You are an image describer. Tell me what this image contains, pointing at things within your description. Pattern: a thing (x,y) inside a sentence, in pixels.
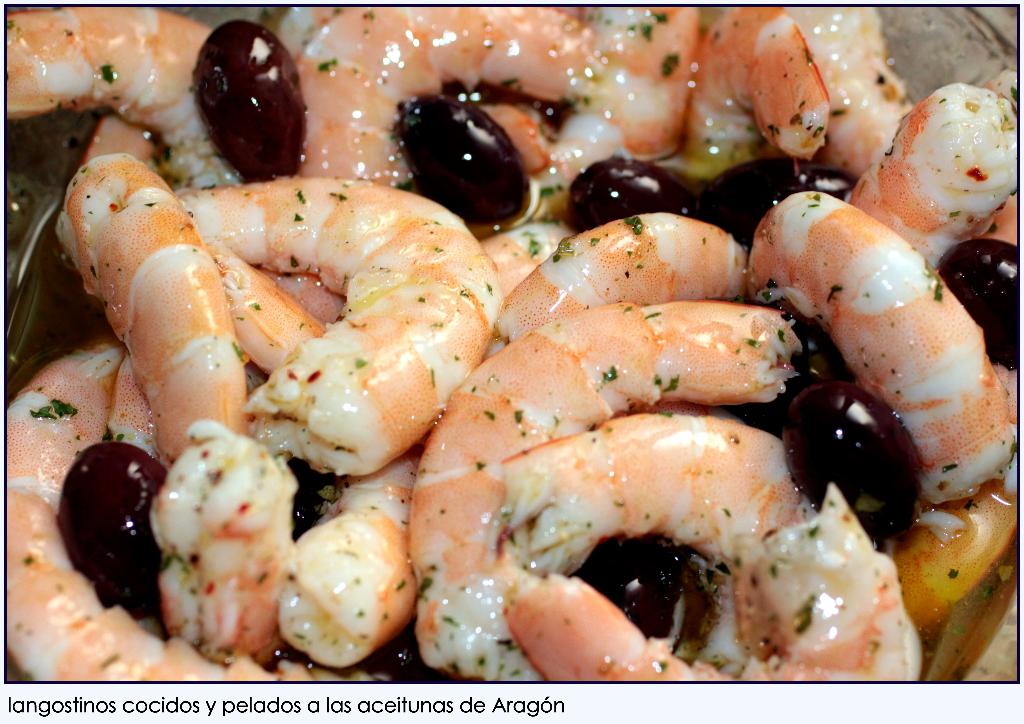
In this image we can see some food items (676,492) and text (265,704) at the bottom of the image (431,712).
